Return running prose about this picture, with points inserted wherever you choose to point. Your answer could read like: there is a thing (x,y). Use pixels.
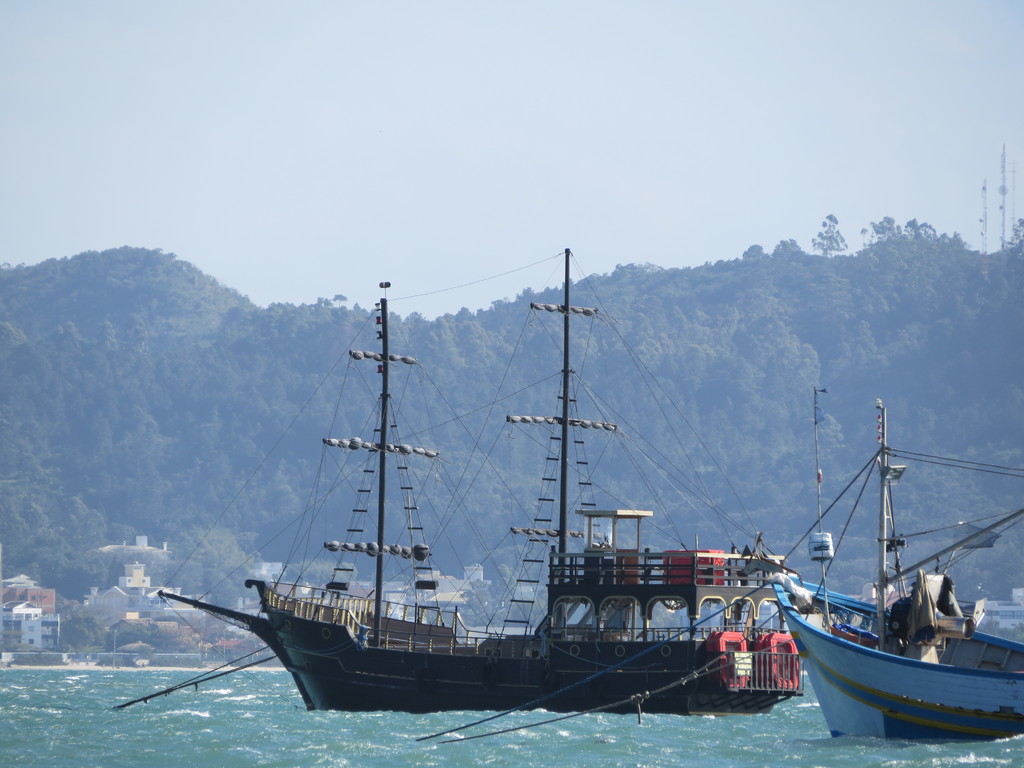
In this image we can see ships (444,662) on the water (606,722) and we can see poles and objects (690,552). In the background (539,606) we can see trees (301,446), buildings (149,627), towers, objects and clouds (544,217) in the sky (10,215).
